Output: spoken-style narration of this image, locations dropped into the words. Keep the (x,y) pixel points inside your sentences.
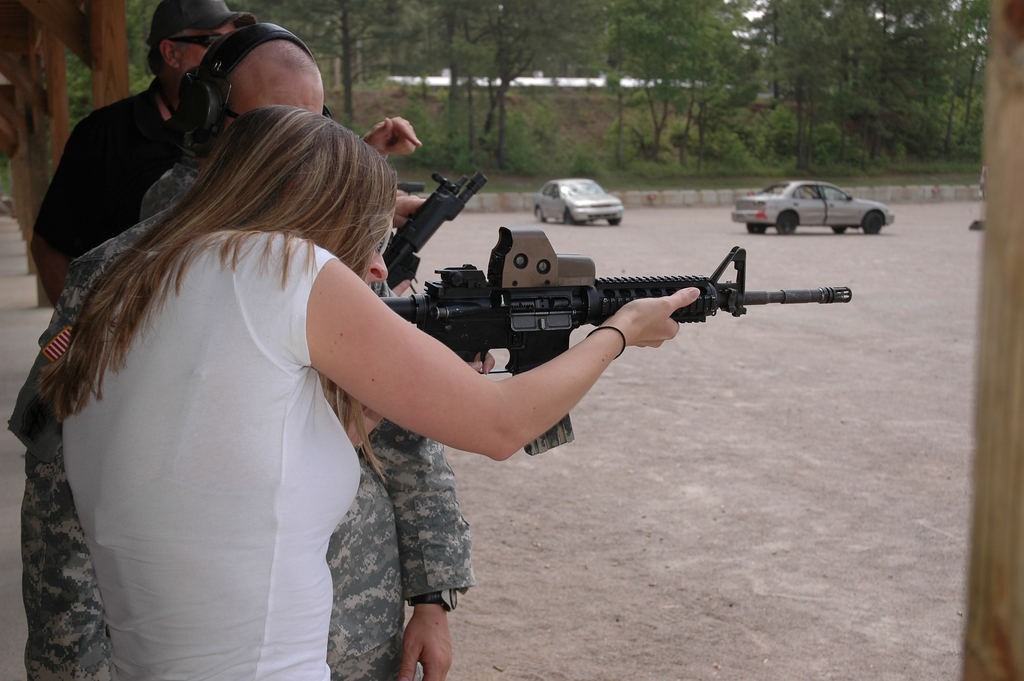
On the left side of the image (258,444), we can see a woman (467,448) is holding a gun (454,347). Behind her, we can see people (145,175). Background (888,180) we can see vehicles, trees (887,158), plants (977,172) and wooden objects (20,159).
